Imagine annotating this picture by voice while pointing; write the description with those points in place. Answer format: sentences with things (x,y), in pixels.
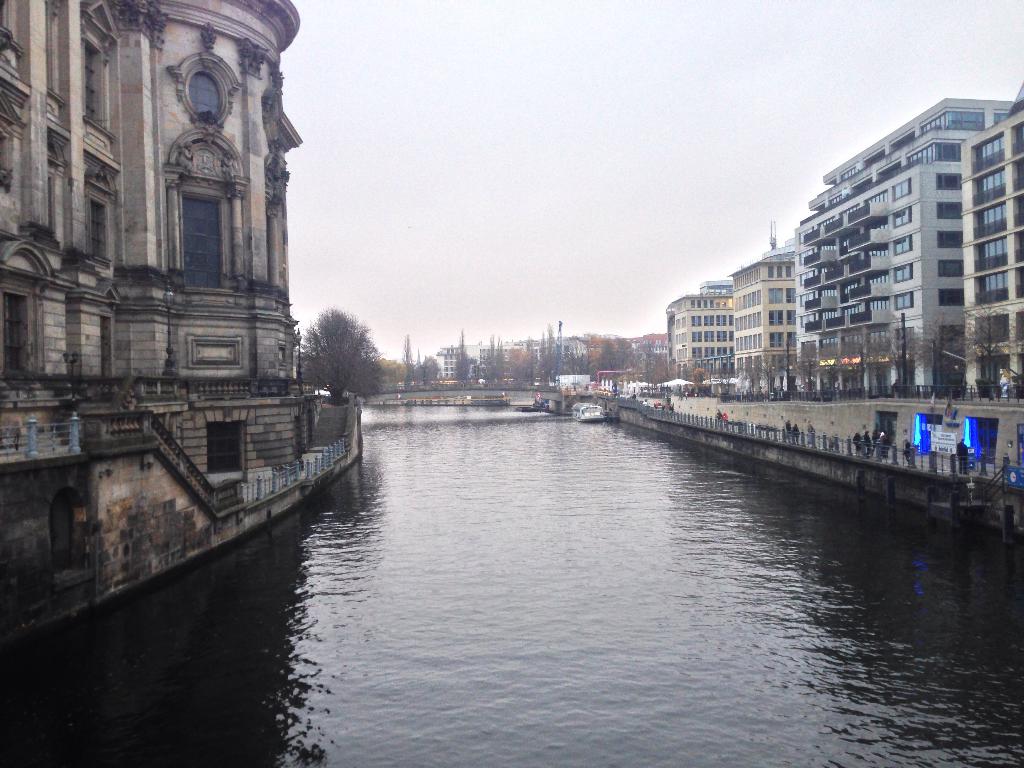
In this image, there are a few people (882,450), buildings (798,340), trees (432,365), poles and boards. We can also see some water (614,426) with objects (582,416). We can see the fence (756,434) and the sky (642,285).
